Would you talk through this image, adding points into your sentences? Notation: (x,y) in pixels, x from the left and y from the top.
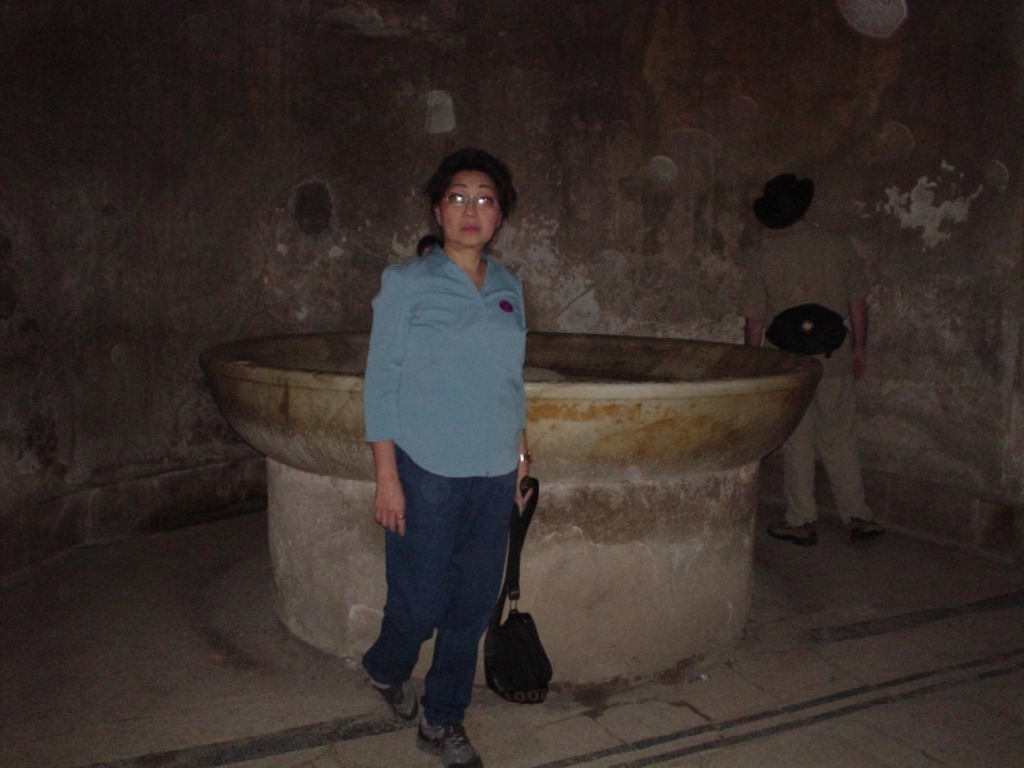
In this image we can see two people (500,381) standing. The lady (429,629) standing in the center (496,393) is holding a bag (515,628). In the background (614,466) there is a fountain (661,389) and a wall (428,134).
